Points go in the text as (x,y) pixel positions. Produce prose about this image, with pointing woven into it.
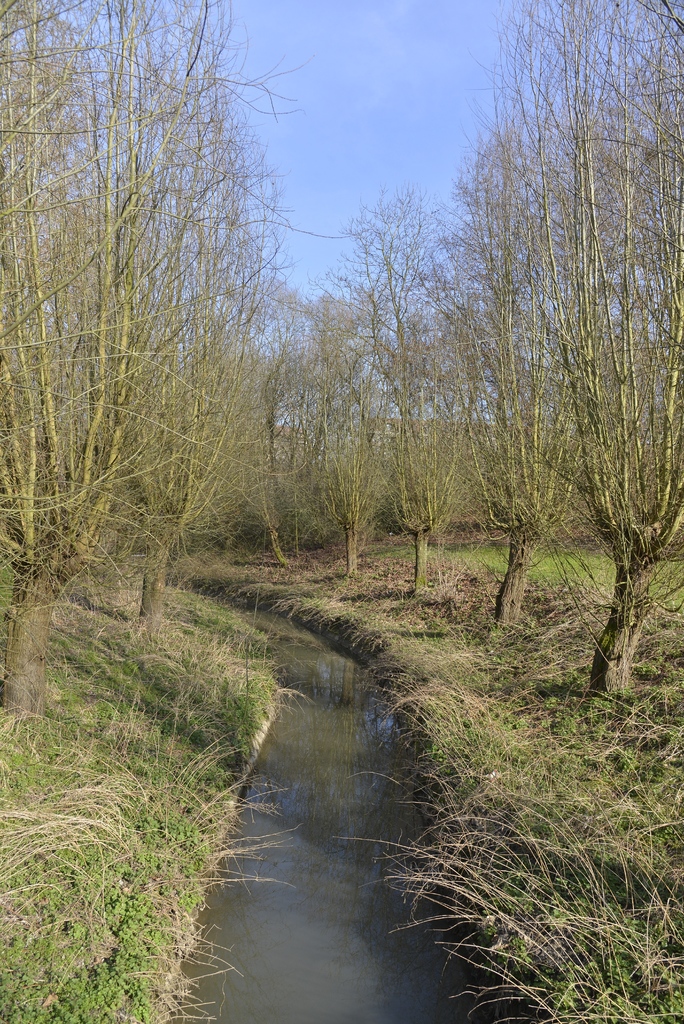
This image is taken outdoors. At the top of the image (366,133) there is a sky (362,91). At the bottom of the image (300,945) there is a stream (298,865) with water (283,903) and a ground (137,795) with grass (566,812). In the middle of the image (356,518) there are many trees (419,584).
